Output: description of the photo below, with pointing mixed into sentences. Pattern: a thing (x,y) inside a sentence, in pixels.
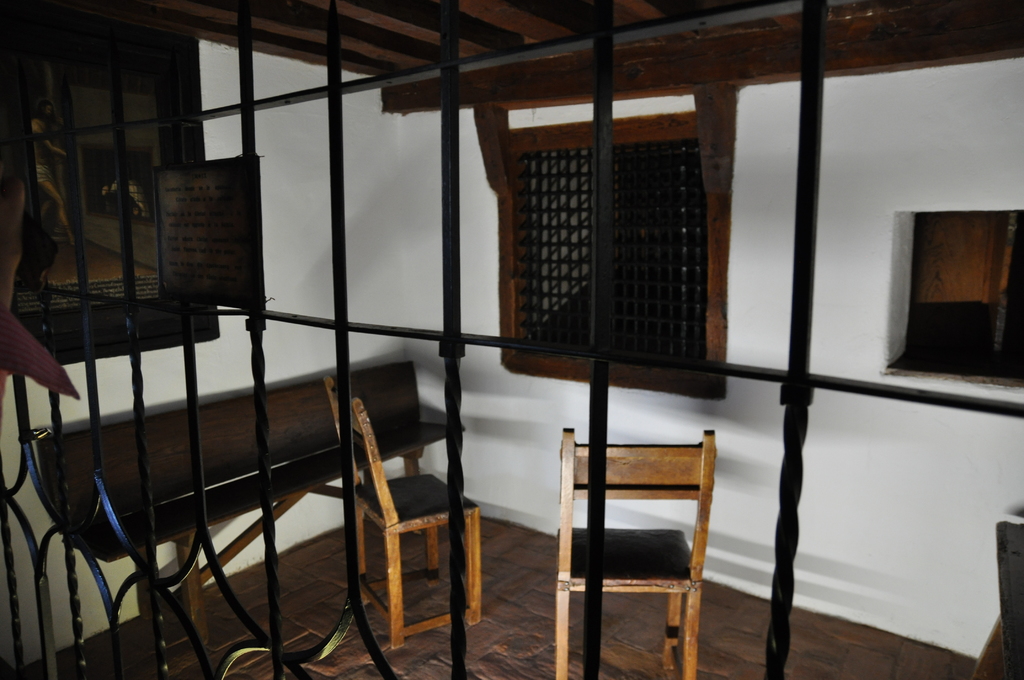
In this picture, we can see the grills (25,409) with some text plate (210,231) on it, ground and some objects (391,630) on the ground (406,640) like chairs (403,615), bench (249,444) and we can see the wall (960,575) with windows (1013,275), photo frame (84,105) and we can see the roof (462,100) and we can see an object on the left side of a picture.
